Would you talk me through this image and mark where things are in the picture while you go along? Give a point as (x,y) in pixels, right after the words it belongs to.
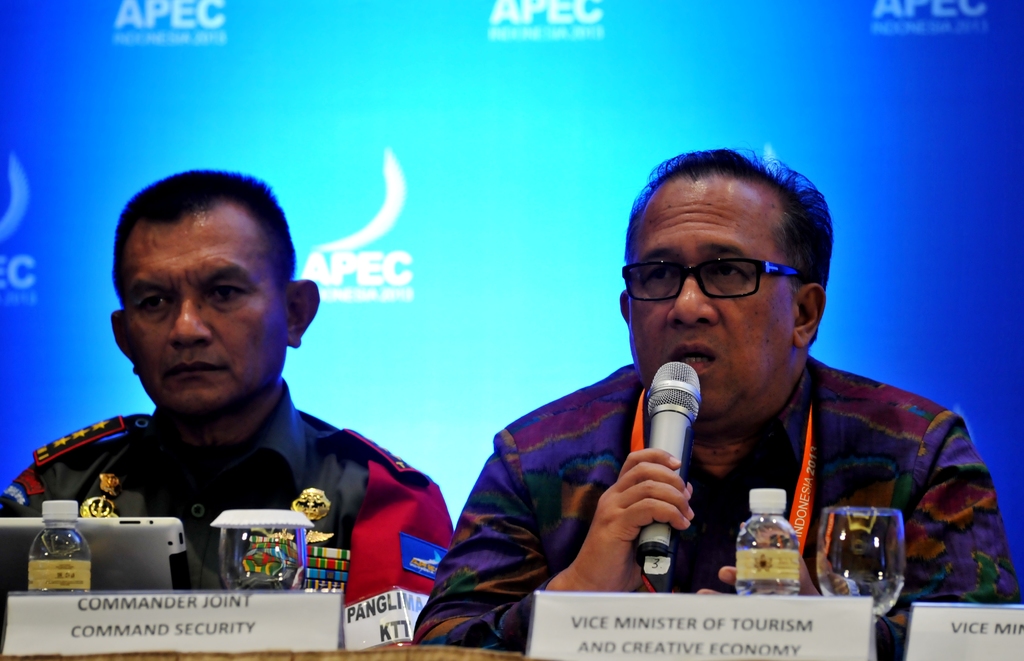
This 2 persons (291,297) are sitting on a chair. This person (695,542) is holding a mic (677,397) and wore spectacles (733,291). On this table (391,650) there is a bottle (78,555), glass (219,535) and laptop (172,551).
